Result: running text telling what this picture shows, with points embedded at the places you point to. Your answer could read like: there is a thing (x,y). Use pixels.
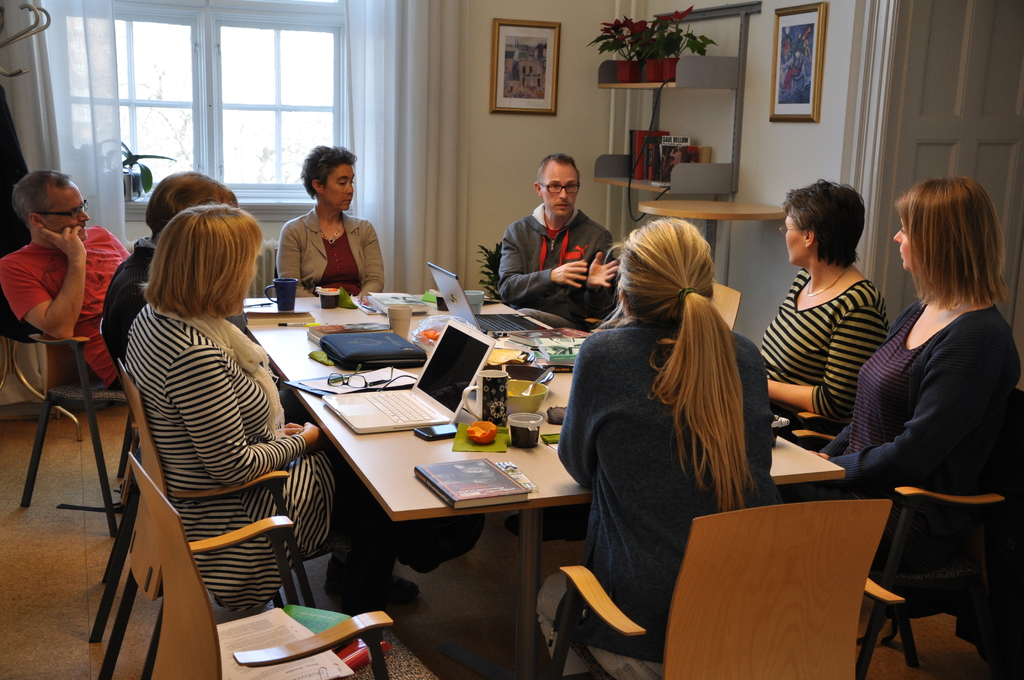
In the picture we can see some people (731,496) are sitting on the chairs (782,539) near to the table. And one man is explaining something to them. In background (527,156) we can find a window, curtains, walls (558,138) and photos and some plants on the stand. And we can also find laptops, glasses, bowls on the table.
